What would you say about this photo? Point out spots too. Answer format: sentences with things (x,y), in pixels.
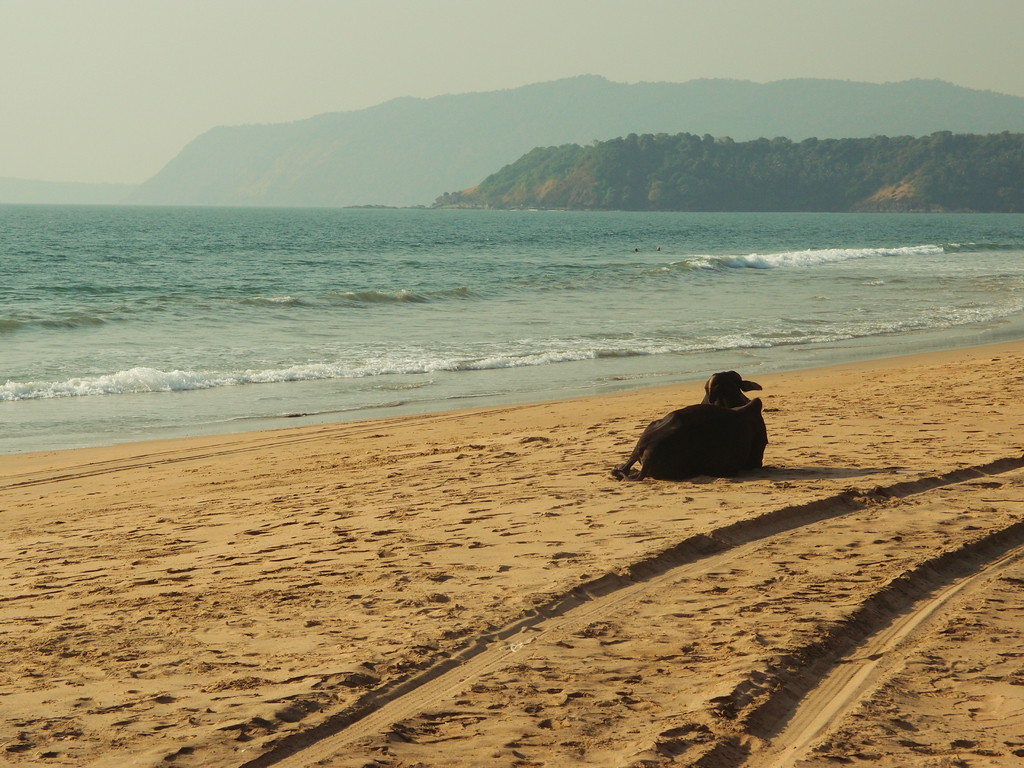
This picture is clicked outside. In the foreground (656,528) we can see an animal (705,431) is sitting on the ground (533,512) and we can see the mud (775,626) on the ground (915,429). In the background (165,42) we can see the sky (250,86), hills (712,133), green leaves (774,203) and a water body (347,242) and some other items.
